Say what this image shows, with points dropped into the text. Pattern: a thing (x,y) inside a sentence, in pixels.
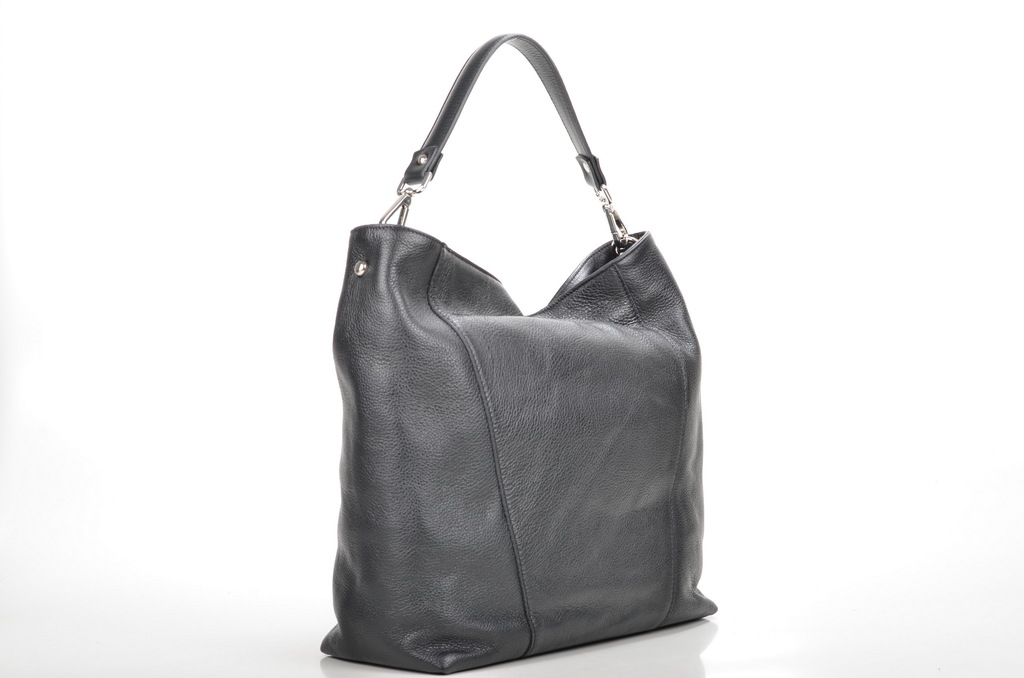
In this image i can see a bag (631,394).
